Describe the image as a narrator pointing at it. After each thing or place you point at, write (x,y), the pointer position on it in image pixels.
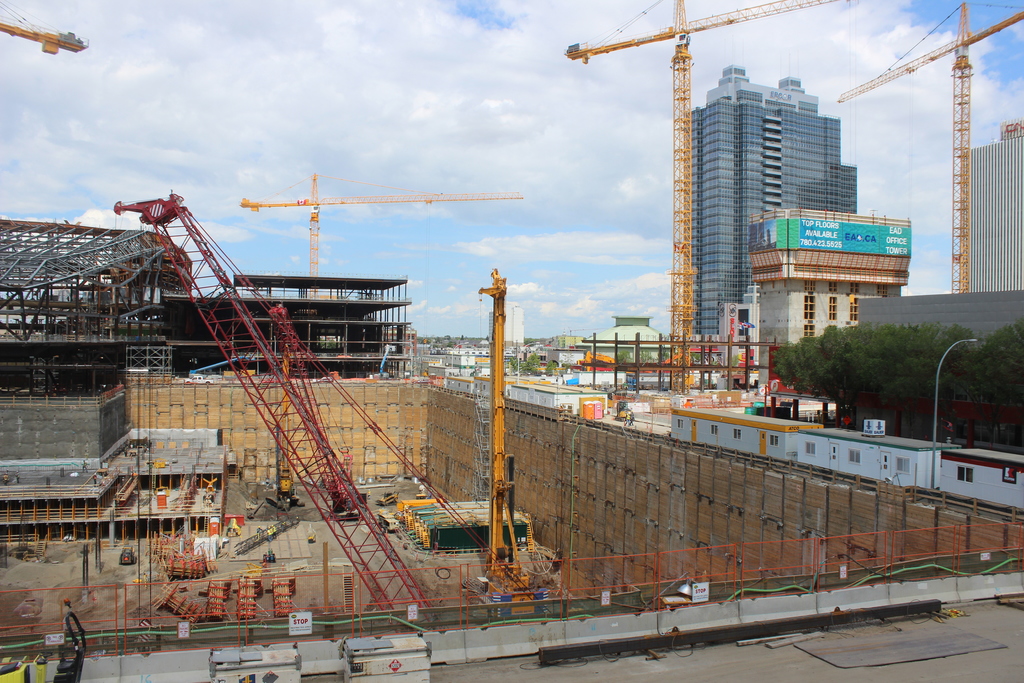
In this image, there are a few buildings (749,234). We can see a board (854,223) with some text (858,238). There are a few trees (869,359). We can see the sky (522,150) with clouds (557,197). We can see some towers (493,512) and poles (499,500). We can also see a construction site (135,505). We can see some houses (118,345) under construction. We can see the ground (48,563) with some objects (280,533). We can see the fence (508,610) and the wall (521,432). We can see some boards (308,627) with text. We can also see some white colored objects (231,666).
